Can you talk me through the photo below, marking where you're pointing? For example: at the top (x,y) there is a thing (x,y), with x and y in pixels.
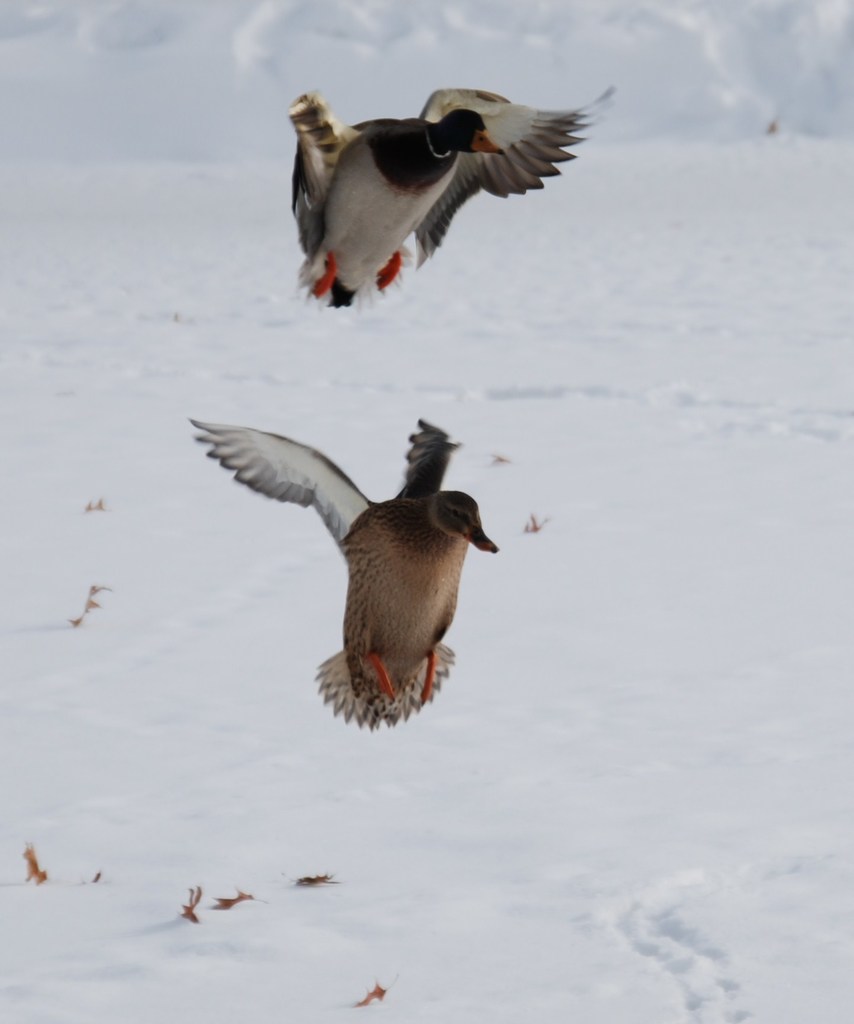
In this image I can see two birds (377,561) and snow (644,307). This image is taken may be during a day.
